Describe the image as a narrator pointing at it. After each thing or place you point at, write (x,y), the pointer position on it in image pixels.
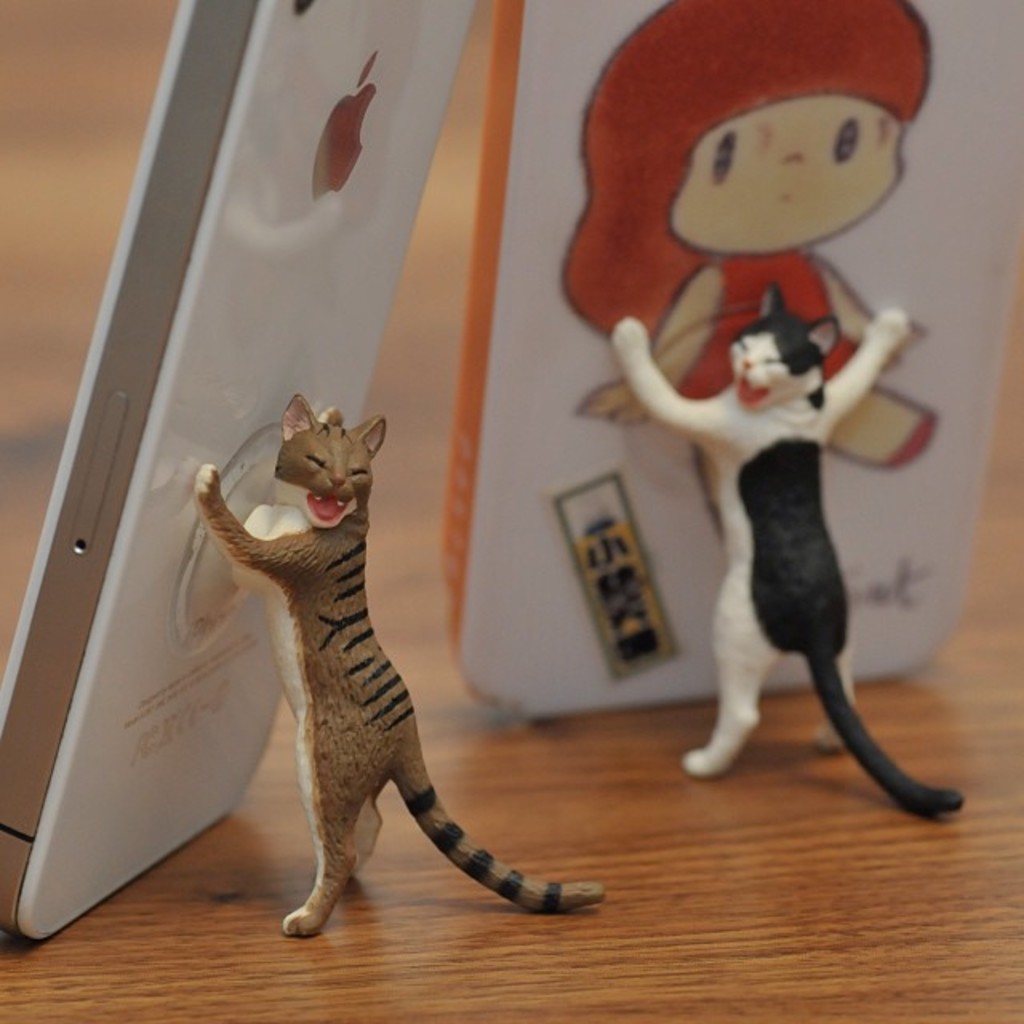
In this image we can see mobiles (644,438) with mobile stands (267,449) in cat structure (800,593). In the background of the image (420,566) there is a wooden texture (611,732).
